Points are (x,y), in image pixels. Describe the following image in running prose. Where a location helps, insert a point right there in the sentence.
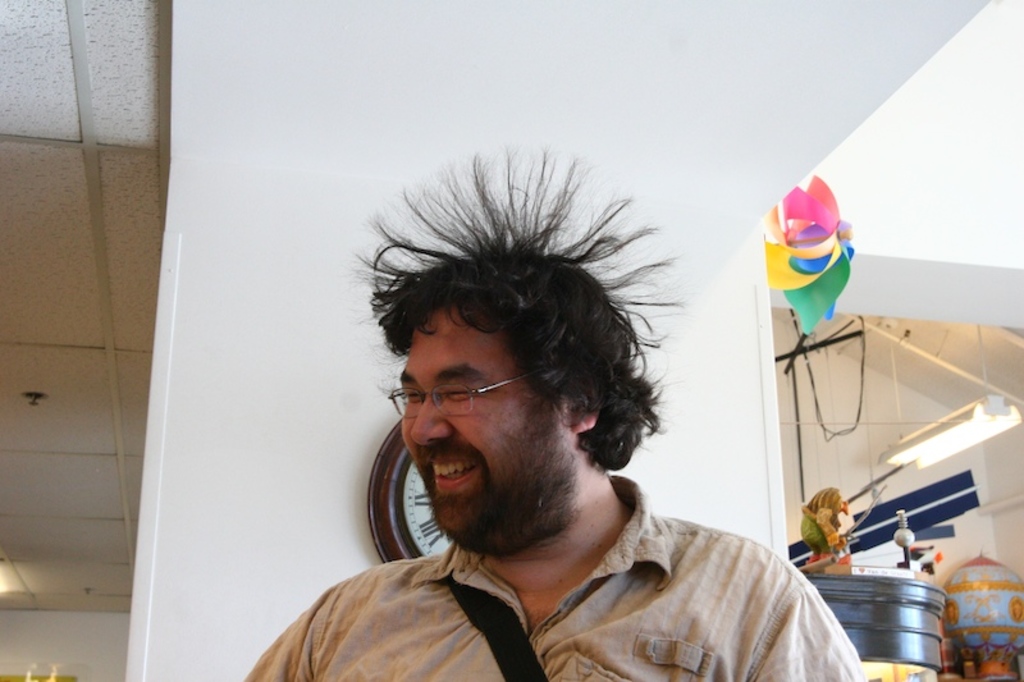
As we can see in the image there is a white color wall (254,246), clock (384,494), drum (888,638) and a man (519,601) standing in the front (565,404).
